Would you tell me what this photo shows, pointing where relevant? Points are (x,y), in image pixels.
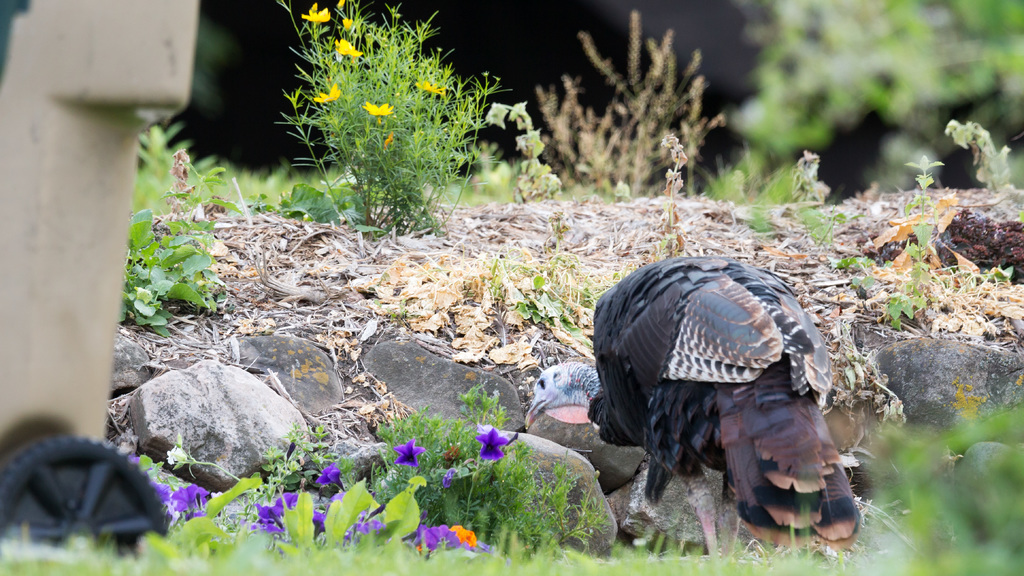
In this picture I can see a bird (662,466) and few plants (451,121) and I can see few rocks (316,368) on the ground (550,568) and looks like a dustbin (81,218) on the left side (57,333).
